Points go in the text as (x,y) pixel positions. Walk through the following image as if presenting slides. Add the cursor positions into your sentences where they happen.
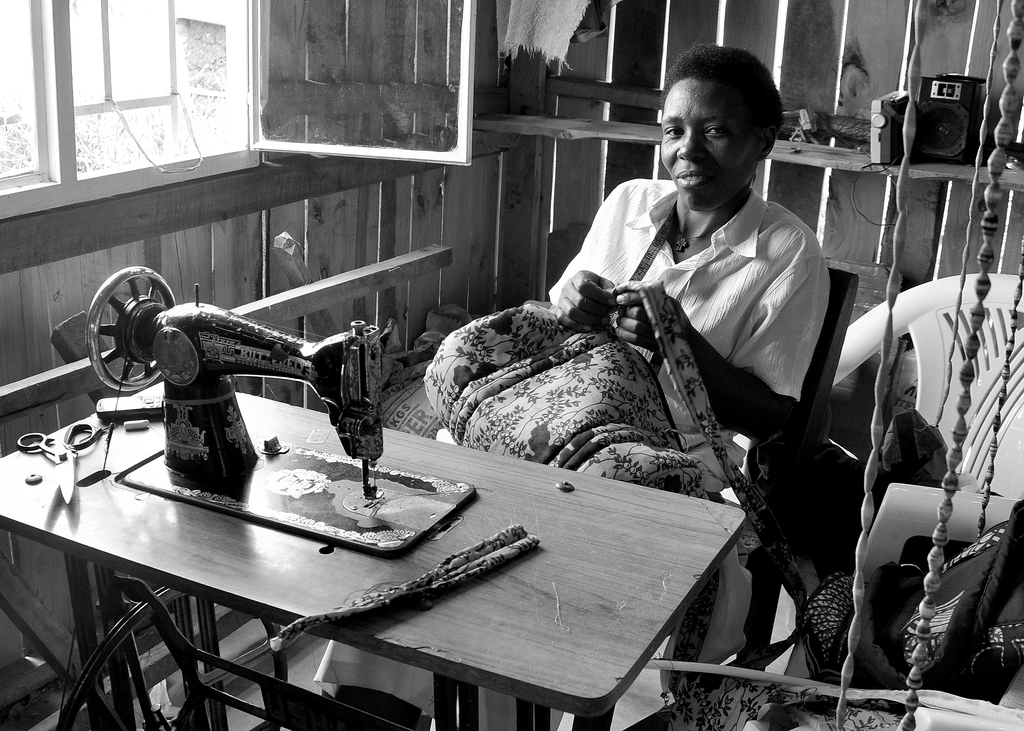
In this image there is one person (676,280) who is sitting on chair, and she is holding some cloth (614,423). In front of her there is a machine (265,555), on the machine (177,576) there is cloth (431,576), scissor (69,439), phone (154,413), some object (136,422). And on the right side of the image (918,489) there are two chairs (918,489), and on the chairs (1000,502) there are some clothes (984,639). And in the background (888,130) there are some objects (840,134) and wooden wall (164,248), on the left side of the image (154,112) there is a window (462,86).
